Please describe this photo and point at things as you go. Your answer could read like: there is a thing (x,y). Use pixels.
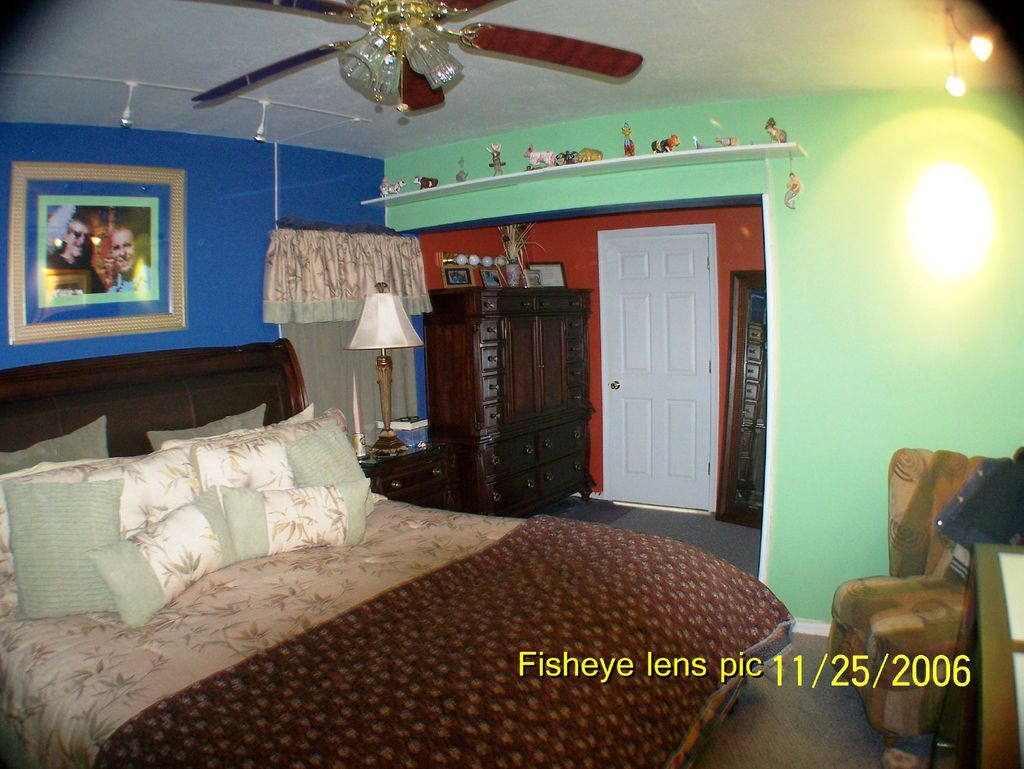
In this image inside a room (394,593) there is a bed (318,582). On the bed (509,659) there are few pillows (180,488). Here there is a photo frame (55,238). In the right (911,629) there is a sofa (942,633). In the background (552,325) there is door (647,336), cupboards (499,305), table (382,477), table lamp (409,331). Here on the stand (410,192) there are many statues (632,155). Here there are lights (956,90).
